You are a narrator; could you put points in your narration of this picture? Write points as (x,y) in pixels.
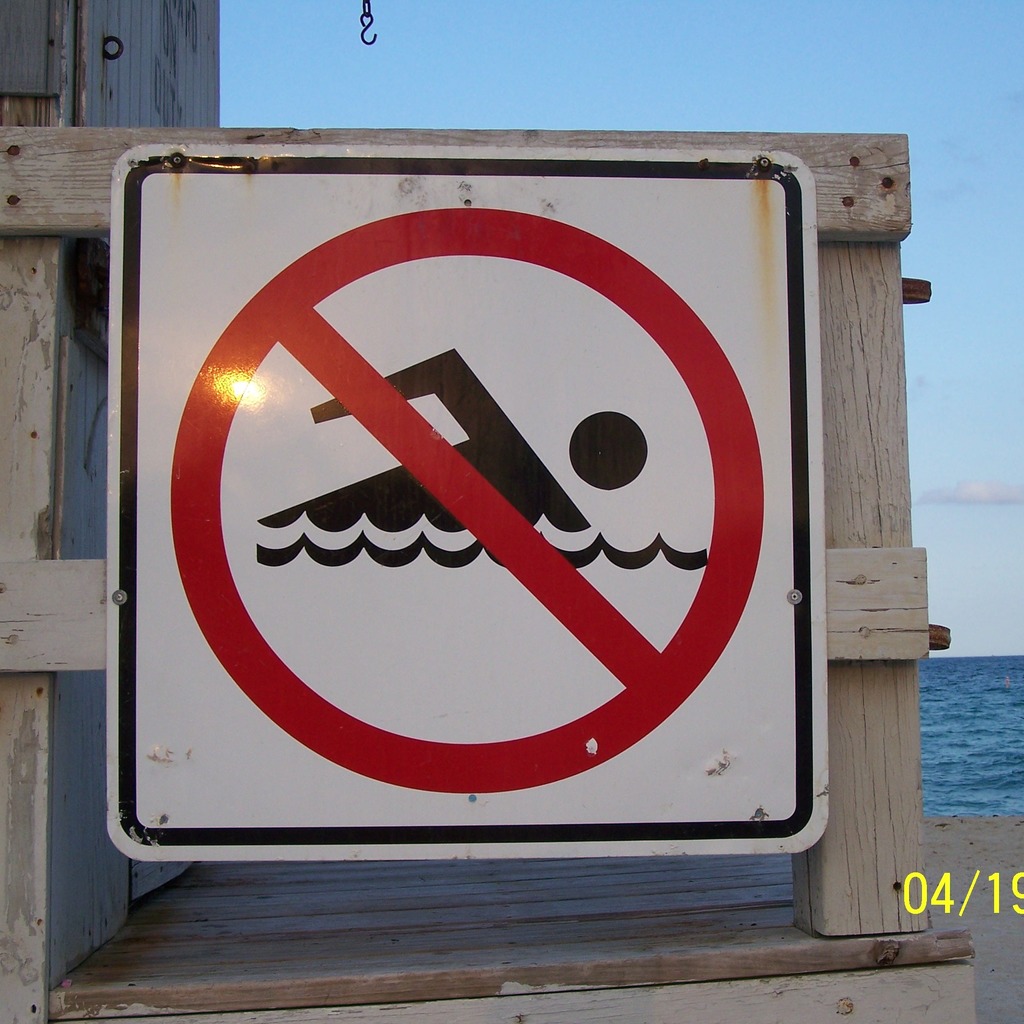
In the image there is a swimming prohibition board (400,511) attached to the wooden sticks (895,673) and behind the board (429,375) there is a sea (959,740).
